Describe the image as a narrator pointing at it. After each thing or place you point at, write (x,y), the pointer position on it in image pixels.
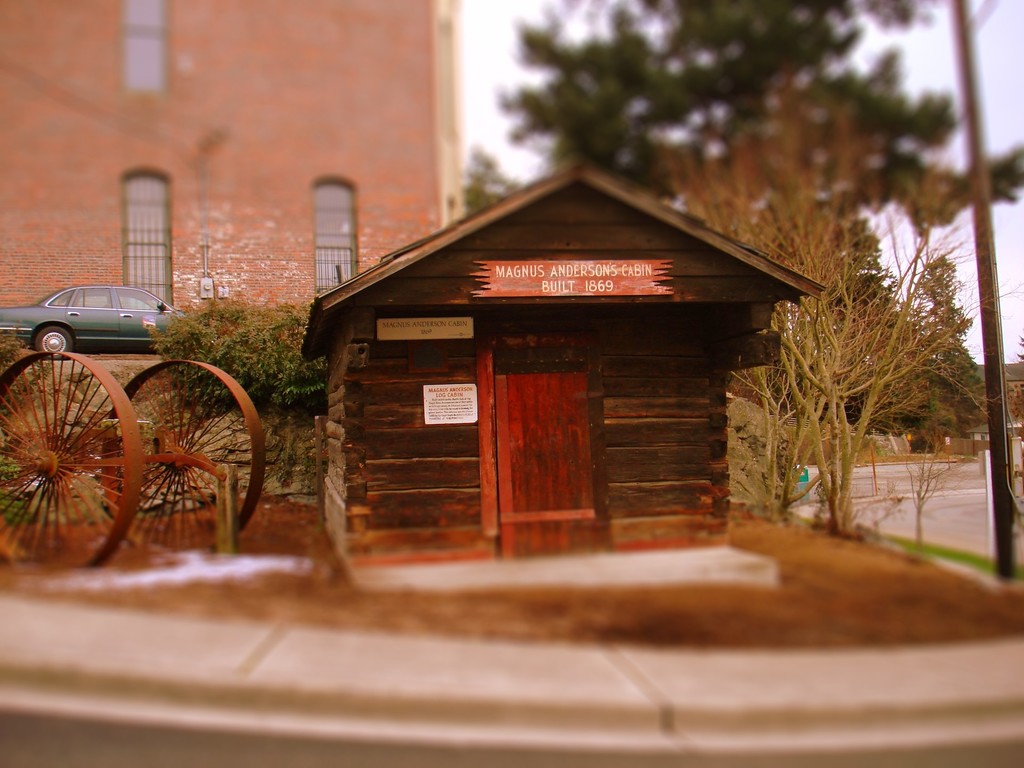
In this image we can see a wooden house (525,336) with boards (544,277), there are metal wheels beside the house (327,479) and on the right side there is an iron pole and in the background (703,111) there is a car (61,313) in front of the building (390,131) and there are few trees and the sky (1021,244).
